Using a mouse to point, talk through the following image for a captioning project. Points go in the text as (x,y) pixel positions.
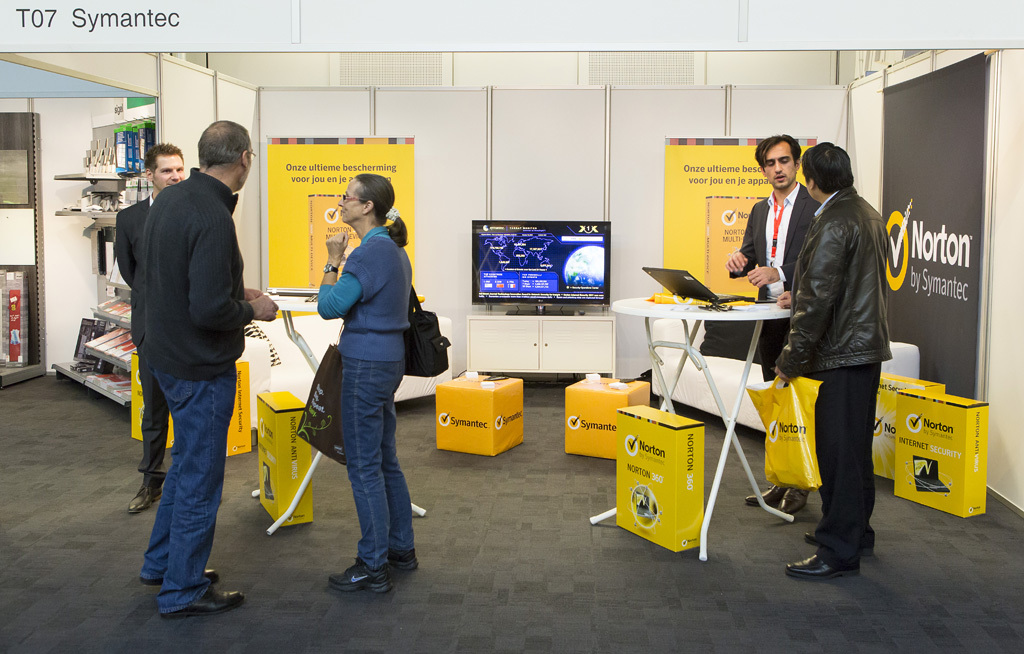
As we can see in the image there is a white color wall (62,168), shelves (75,175), banners (407,179), boxes (609,421), tables (661,407), screen (501,275), laptop (695,283) and few people (349,302) here and there.
